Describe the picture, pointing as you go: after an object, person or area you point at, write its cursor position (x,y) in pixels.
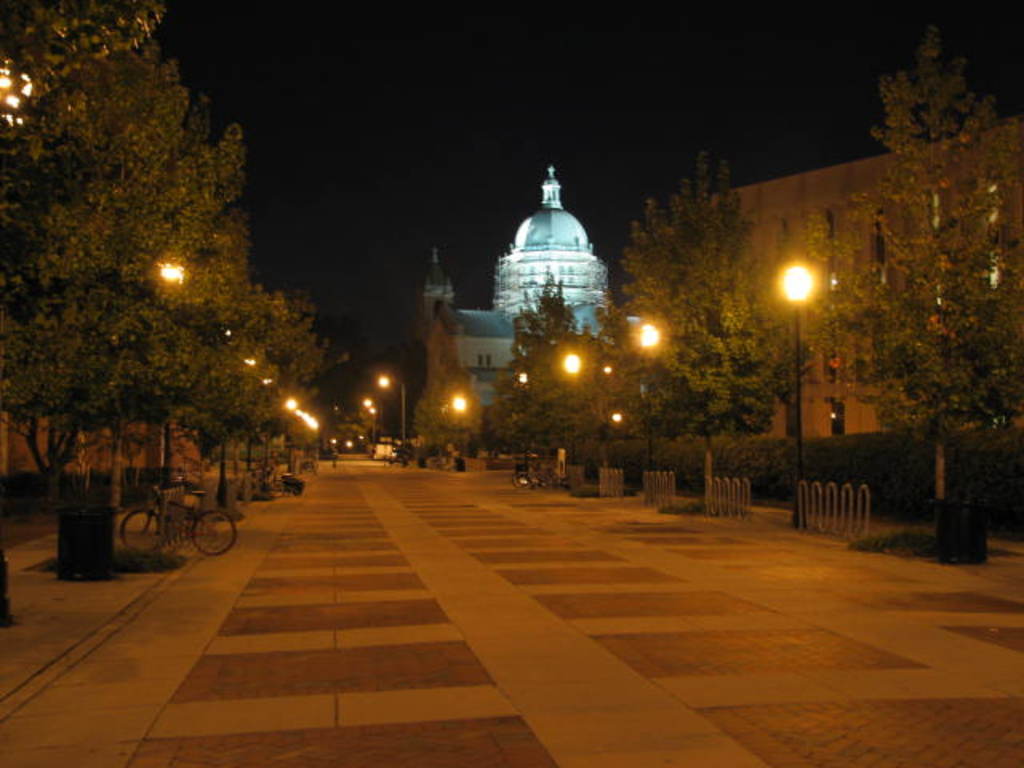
In this picture I can see there is a walk way (491,576) and there is a fence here and there are plants (628,474), trees (973,300) and there are some buildings (818,297) in the backdrop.
